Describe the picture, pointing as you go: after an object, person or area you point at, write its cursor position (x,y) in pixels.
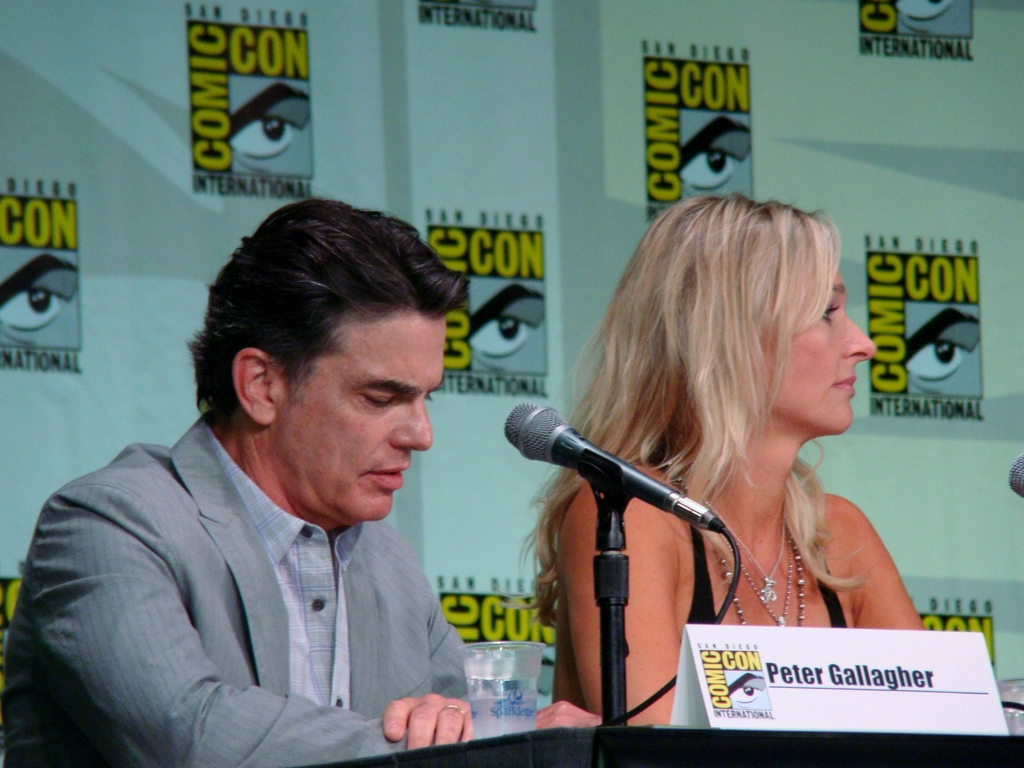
In the foreground of this image (458,707), there is a man (279,594) and a woman (773,436) sitting in front of a table (588,757) on which there is a glass (533,688), mic stand (603,473) and a board (840,671). In the background (547,130), there is a banner wall (465,84).
